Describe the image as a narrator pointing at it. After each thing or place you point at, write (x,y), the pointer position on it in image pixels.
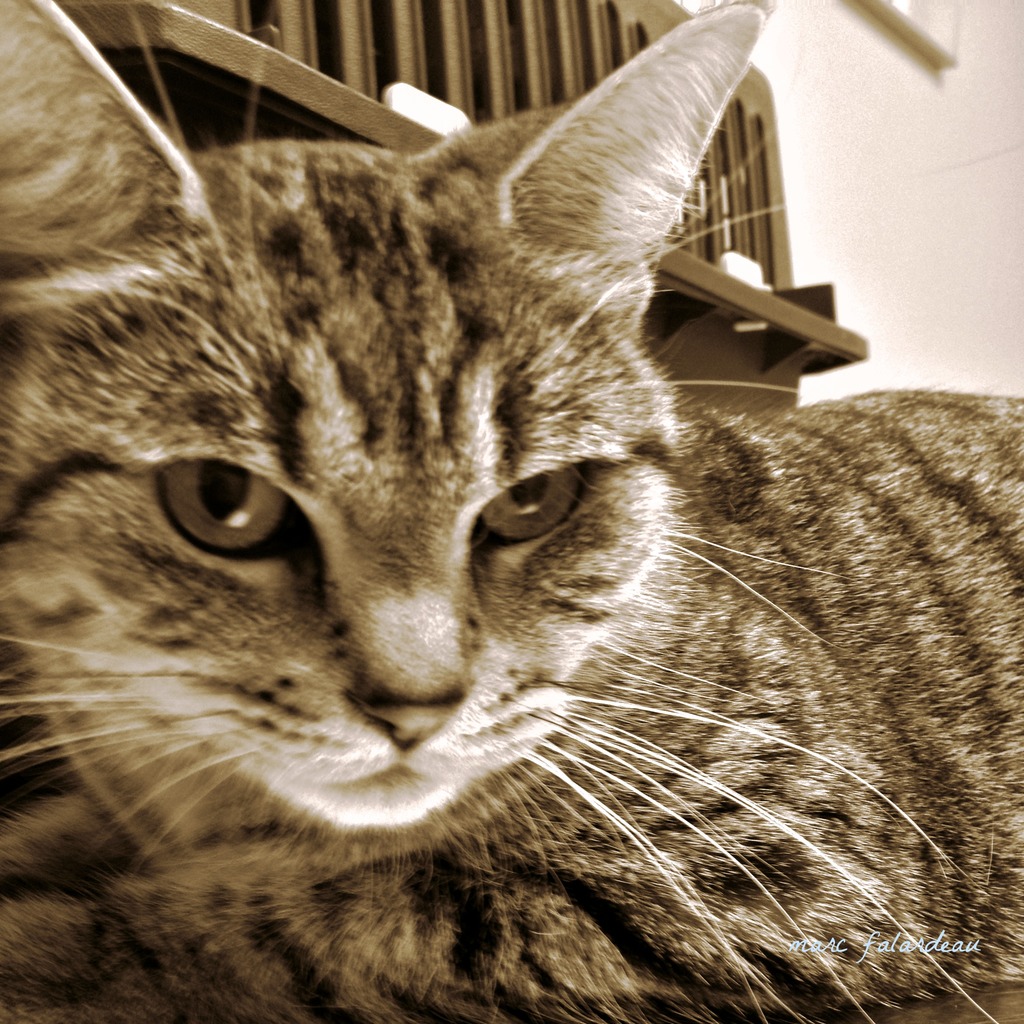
In the foreground of this image (569,766), there is a cat (586,760). In the background (570,62), it seems like a bench (509,50) and a wall (859,128).
